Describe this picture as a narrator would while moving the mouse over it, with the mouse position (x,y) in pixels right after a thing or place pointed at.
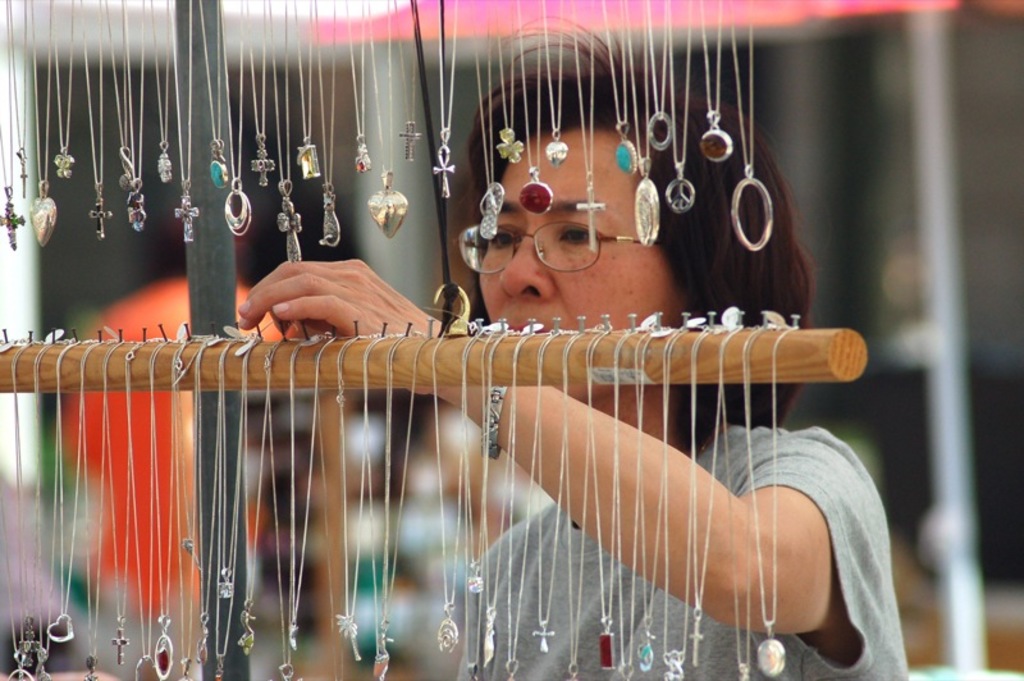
In this image we can see different kinds of chains (484,370) hanged to the hangers (330,360) with the help of hooks (464,328) and a woman (616,323) watching them.
